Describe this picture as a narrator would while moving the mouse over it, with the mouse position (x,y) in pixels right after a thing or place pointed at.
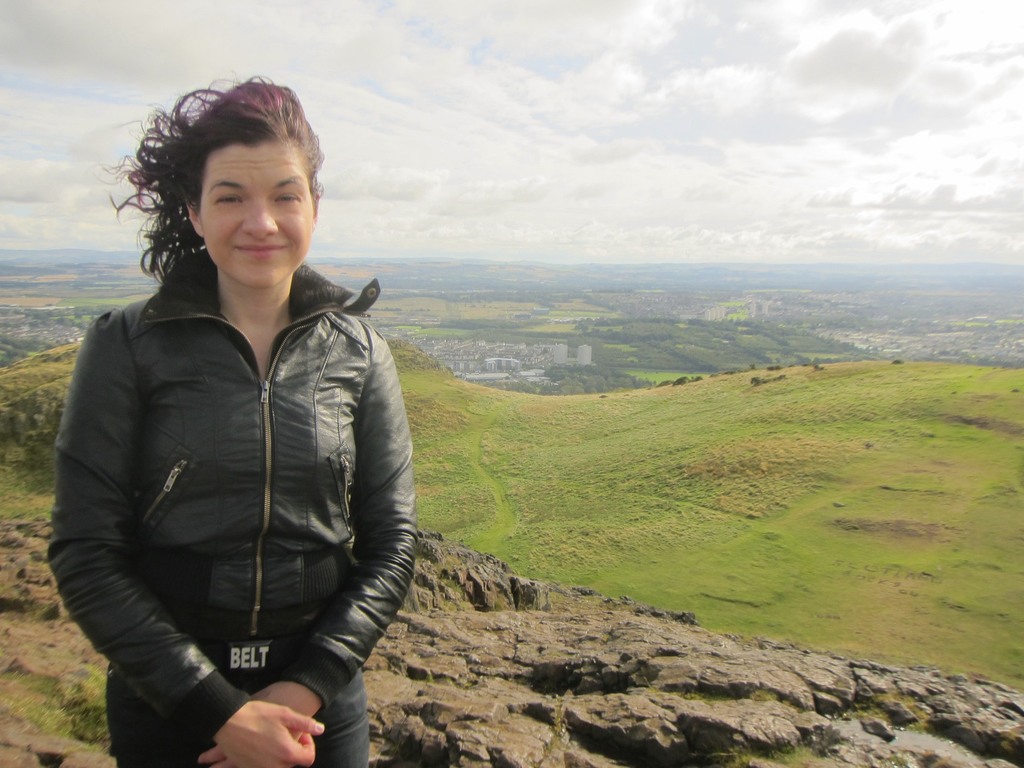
On the left side (281,626) a beautiful woman (397,497) is standing, she wore black color coat (394,545), on the right side (889,409) there is the grass (774,472). At the top (736,144) it is the cloudy sky (736,144).
